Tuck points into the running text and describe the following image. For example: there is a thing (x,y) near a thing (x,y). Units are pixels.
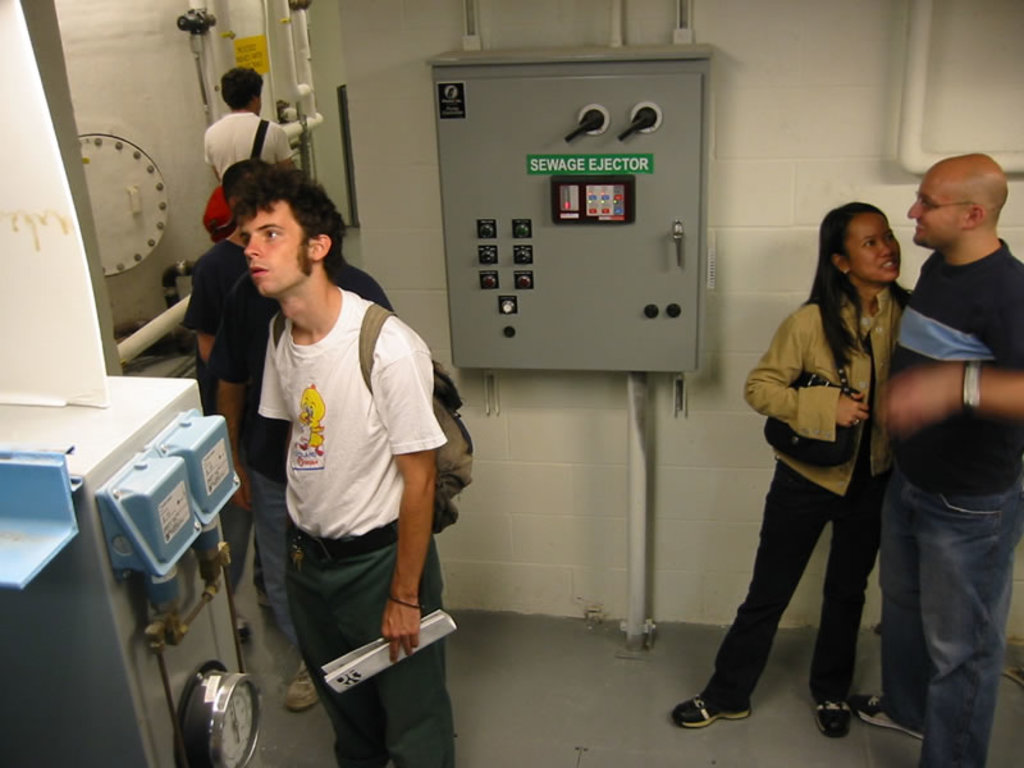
In this image I can see few persons (393,571) are standing on the ground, the wall (816,132), few pipes (640,540) and few machines (552,228). I can see few of them are wearing bags (453,411).
